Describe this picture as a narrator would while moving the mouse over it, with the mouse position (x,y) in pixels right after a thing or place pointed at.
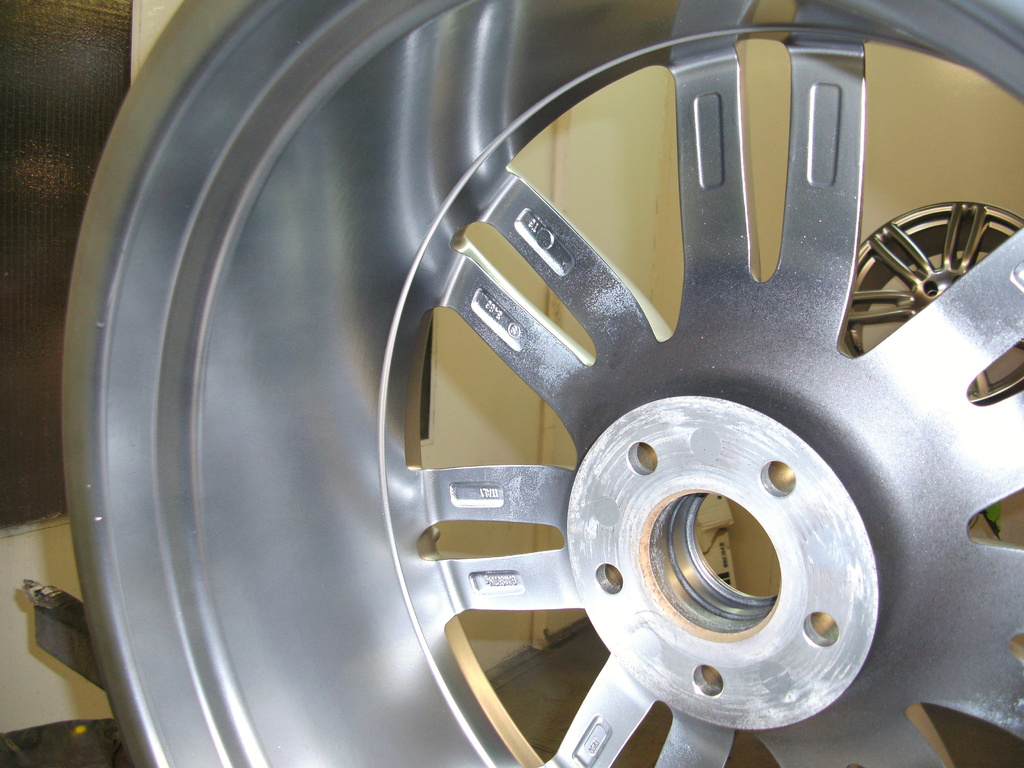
In this image we can see a hubcap (87,345). In the background (14,407) there is a wall (881,197), window door (10,343) and a hubcap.
